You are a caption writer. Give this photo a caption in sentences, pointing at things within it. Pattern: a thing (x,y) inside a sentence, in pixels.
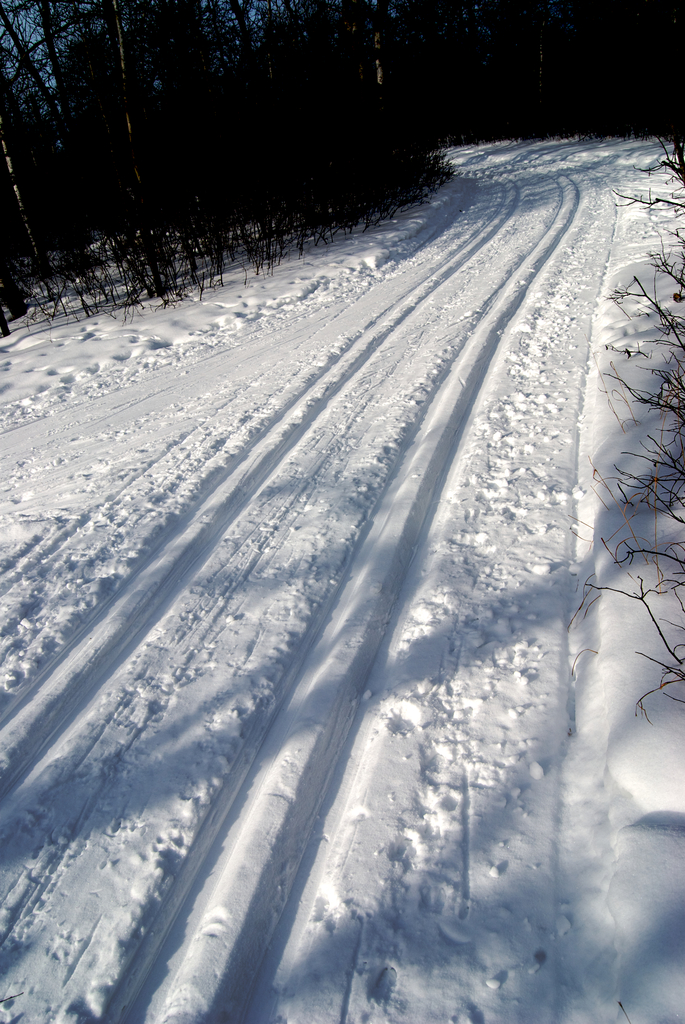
In the foreground of this image (484,537), there is snow path (427,556) and on either side there are trees (546,126).
